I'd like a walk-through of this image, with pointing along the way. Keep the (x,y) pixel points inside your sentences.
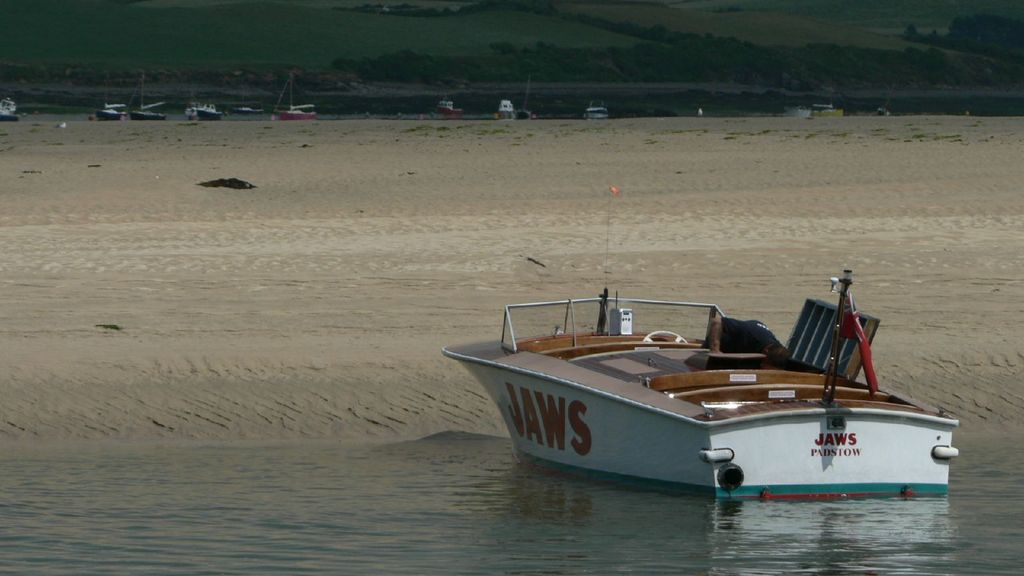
In this image there is a boat (561,424) on the water (432,478). There is text (578,421) on the walls (814,450) of the boat (786,448). Behind it there is sand (290,244) on the ground (499,231). In the background (437,40) there are boats (144,111) and hills (566,38).
